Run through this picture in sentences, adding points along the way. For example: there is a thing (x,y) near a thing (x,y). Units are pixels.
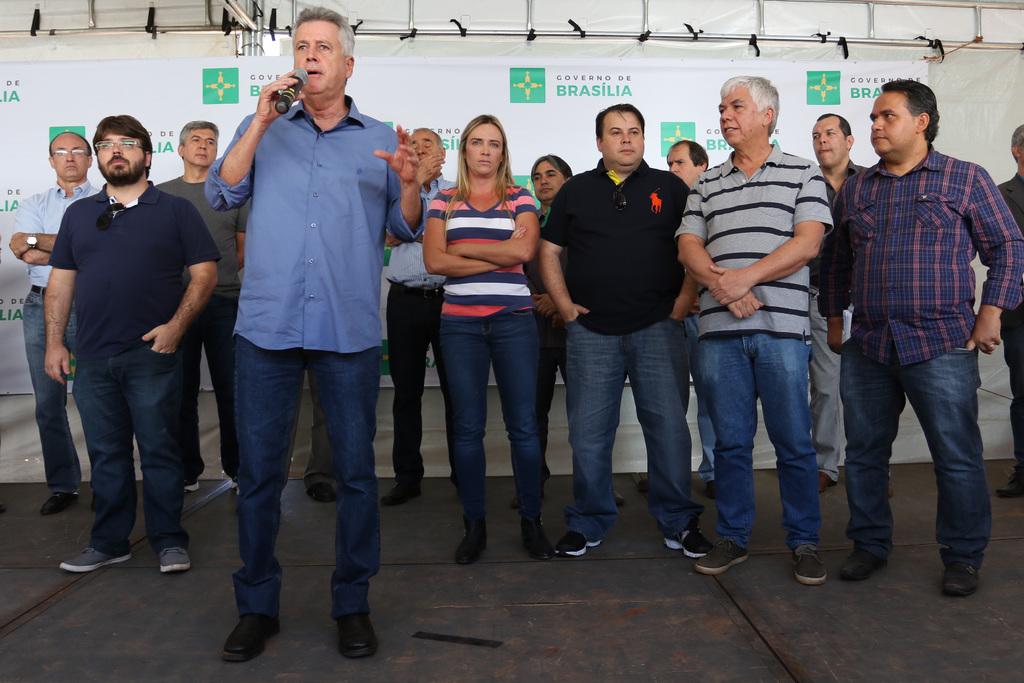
In this picture we can see a old man (290,186) wearing blue color t-shirt (283,139) and giving a speech. Behind there is a group of men and women (600,175), standing and giving a pose into the camera. In the background (43,109) there is a white banner poster (578,98).
